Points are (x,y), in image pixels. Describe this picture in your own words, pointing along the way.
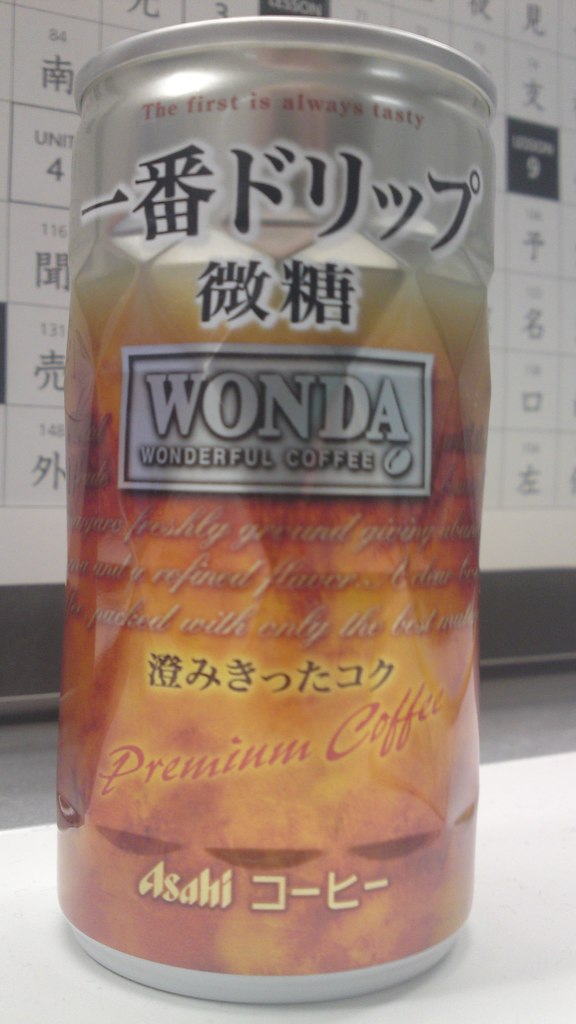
In this image I can see the tin (140,782) on the white color surface (377,1000) and the tin (447,504) is in brown and white color. In the background (36,392) I can see the board (62,251) in white and black color.
